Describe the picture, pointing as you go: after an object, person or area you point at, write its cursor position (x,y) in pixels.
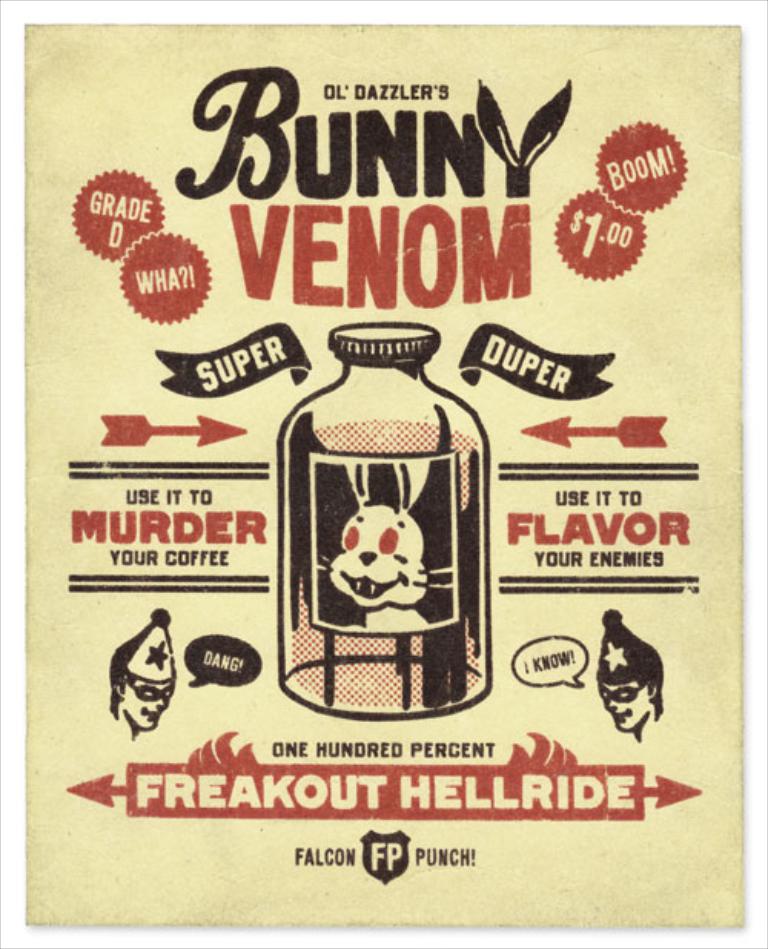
In this picture I can see a paper (364,654). On the paper (323,415) there are words (391,256) and there are some images (430,350).
